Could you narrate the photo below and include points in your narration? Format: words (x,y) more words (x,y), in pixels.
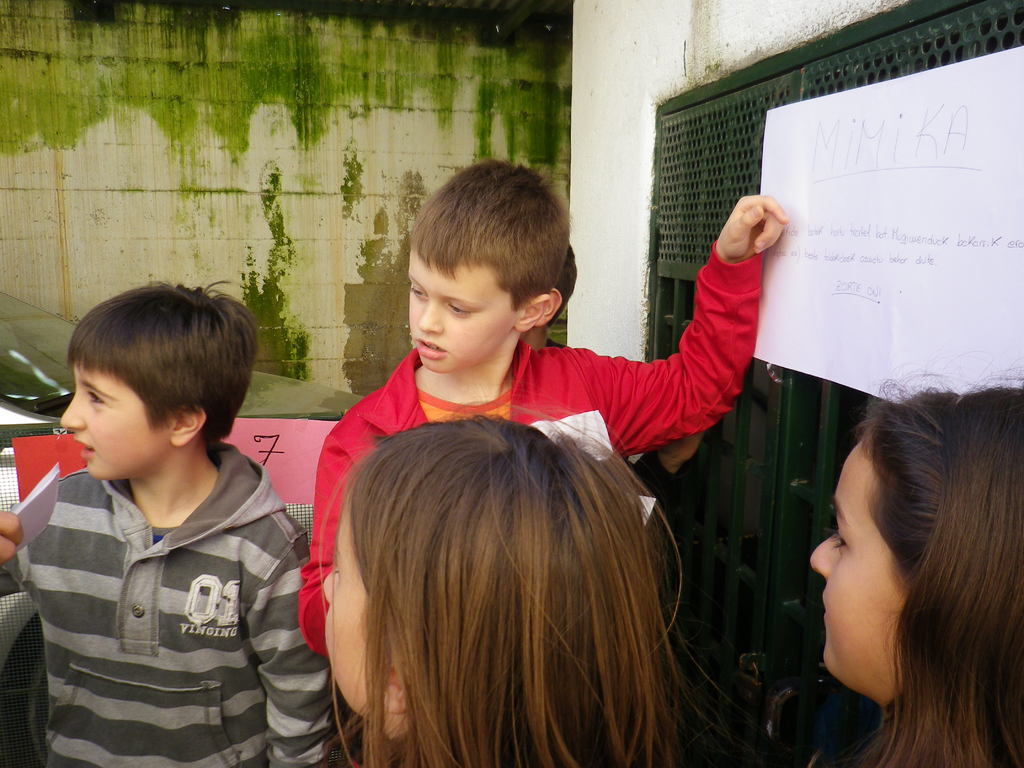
In this picture, we see five children (431,577) are standing. The boy (289,752) on the left side (166,524) is holding a paper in his hand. On the right side (793,338), we see a paper (893,254) with some text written is placed on the green door (767,436). Beside that, we see a white wall (604,227). Behind them, we see a fence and a car (46,342) is parked on the road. Behind that, we see a wall (93,205) in white and green color.
